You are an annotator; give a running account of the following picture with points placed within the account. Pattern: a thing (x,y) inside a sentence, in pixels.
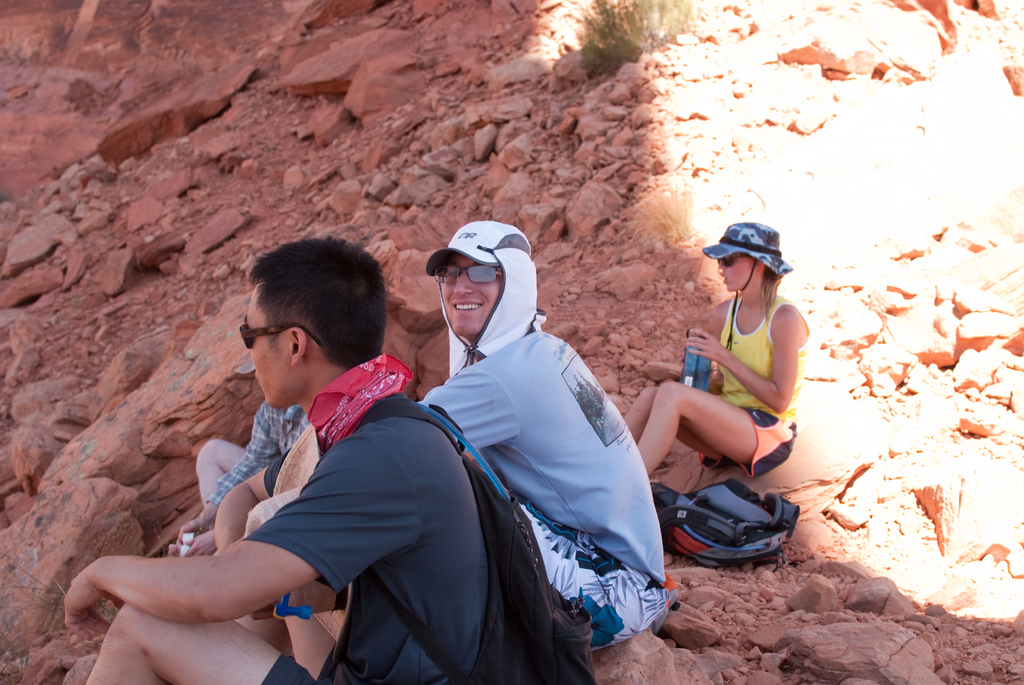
In the foreground of this image (429,431), there are three men (455,409) and a woman (718,403) sitting on the rock (692,624). In the background (744,91), there are stones (590,141) and the rock (846,152) and the sunlight (846,152) on the right side (761,65).
